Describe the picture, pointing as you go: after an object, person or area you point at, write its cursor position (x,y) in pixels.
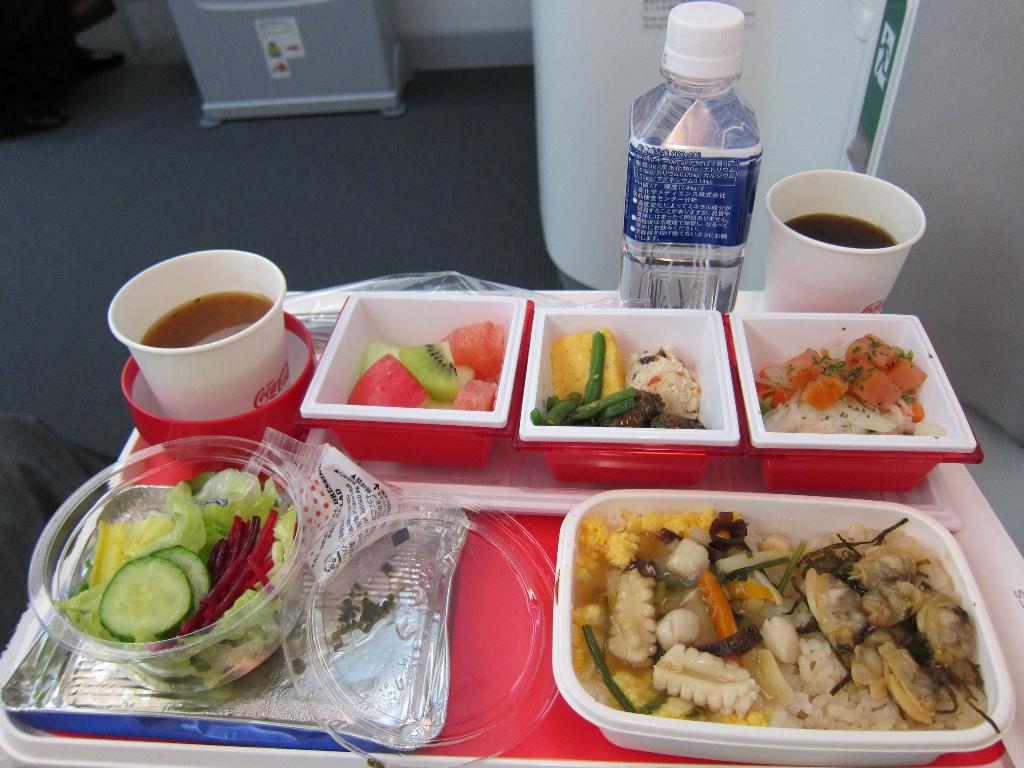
This picture shows a food items (166,551) were on the table (496,646) along with some cup (816,245) with a drink (836,239) and a water bottle (683,208). In the background (259,205), there is a floor (279,200) here.
